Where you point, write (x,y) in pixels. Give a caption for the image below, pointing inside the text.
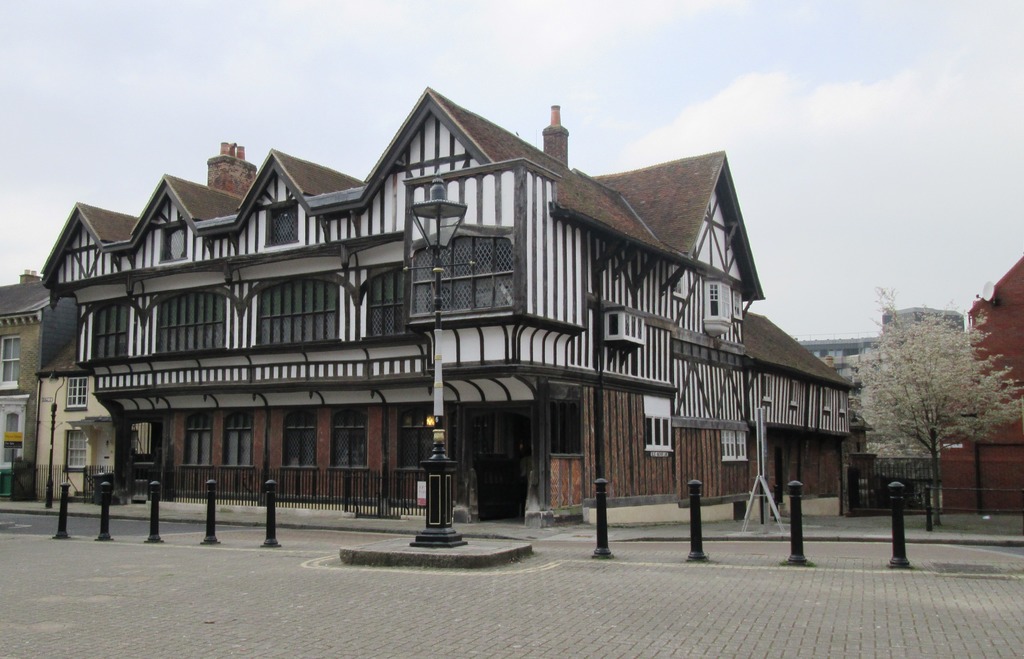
In this image, in the middle (448,392), we can see street lights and buildings (163,331), glass window (415,434), glass door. On the right side of the image (959,340), we can also see some trees (958,394) and some buildings (1020,313). On the top (812,102), we can see a sky (767,60), at the bottom (193,535), we can see some poles (897,512) and a road (579,597).
